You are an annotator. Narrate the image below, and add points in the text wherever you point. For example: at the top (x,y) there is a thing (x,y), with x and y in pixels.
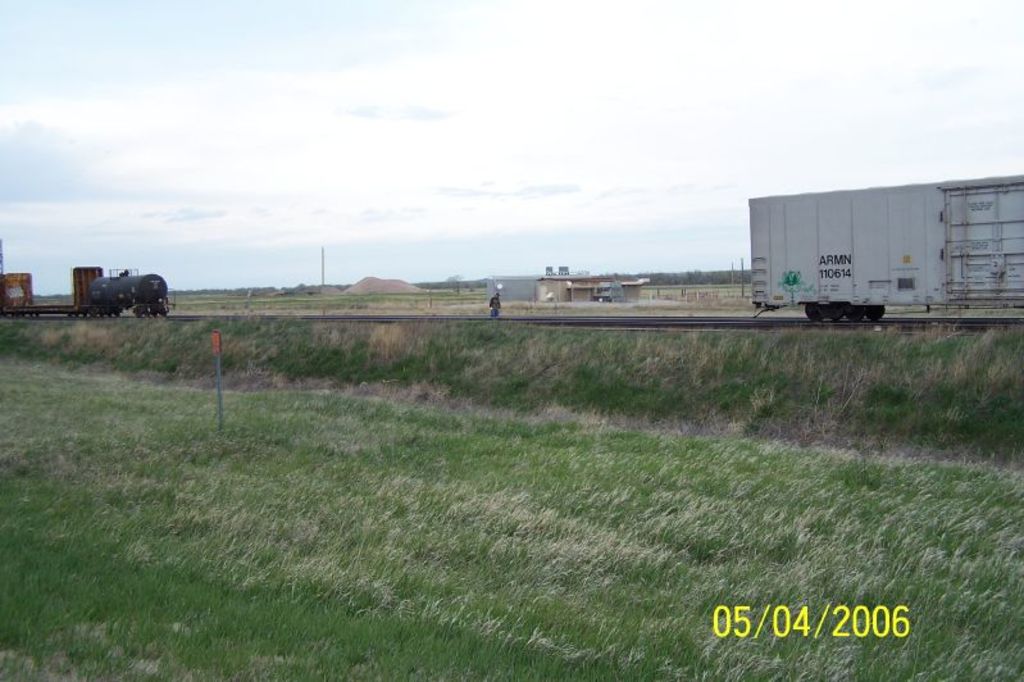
In this image on a railway track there are trains (867,294) in the background (535,277) there are buildings (489,282), trees (445,288). In the foreground (339,529) there are grasses (288,511).
